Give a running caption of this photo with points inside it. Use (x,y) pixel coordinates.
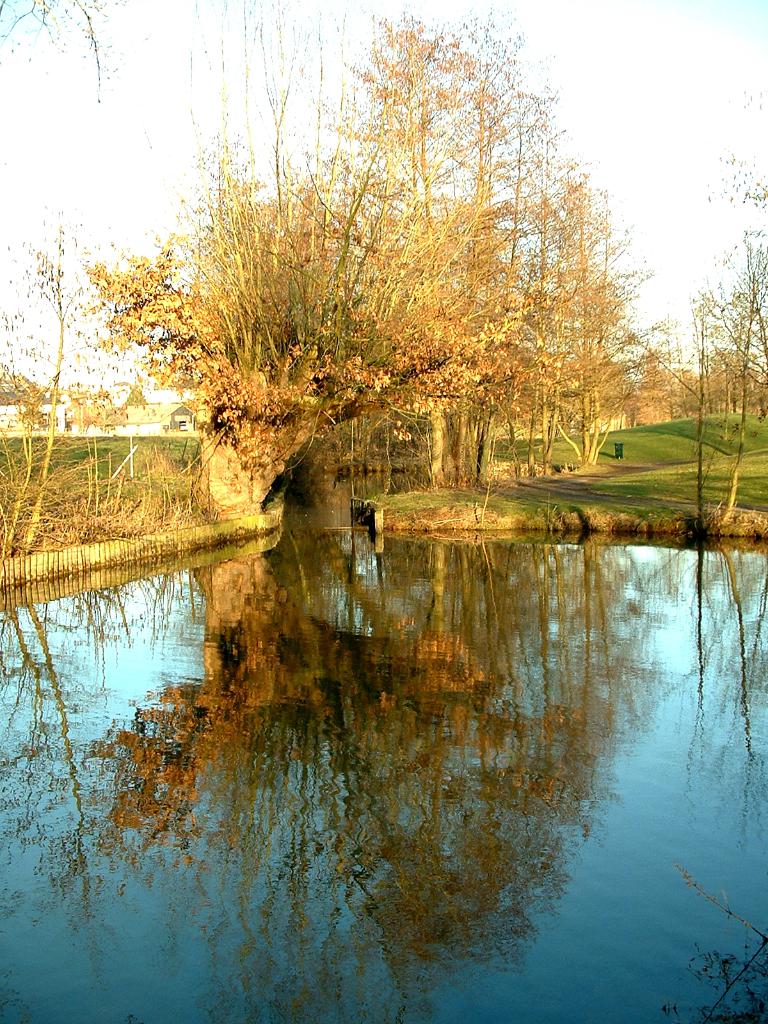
This image is taken outdoors. At the bottom of the image (461,912) there is a pond (203,736) with water (401,684). In the middle of the image (279,417) there is a ground (52,493) with grass (637,476) on it and there are many trees (367,421) and plants (86,493) on the ground (81,454). In the background (149,413) there are a few houses (149,413).
